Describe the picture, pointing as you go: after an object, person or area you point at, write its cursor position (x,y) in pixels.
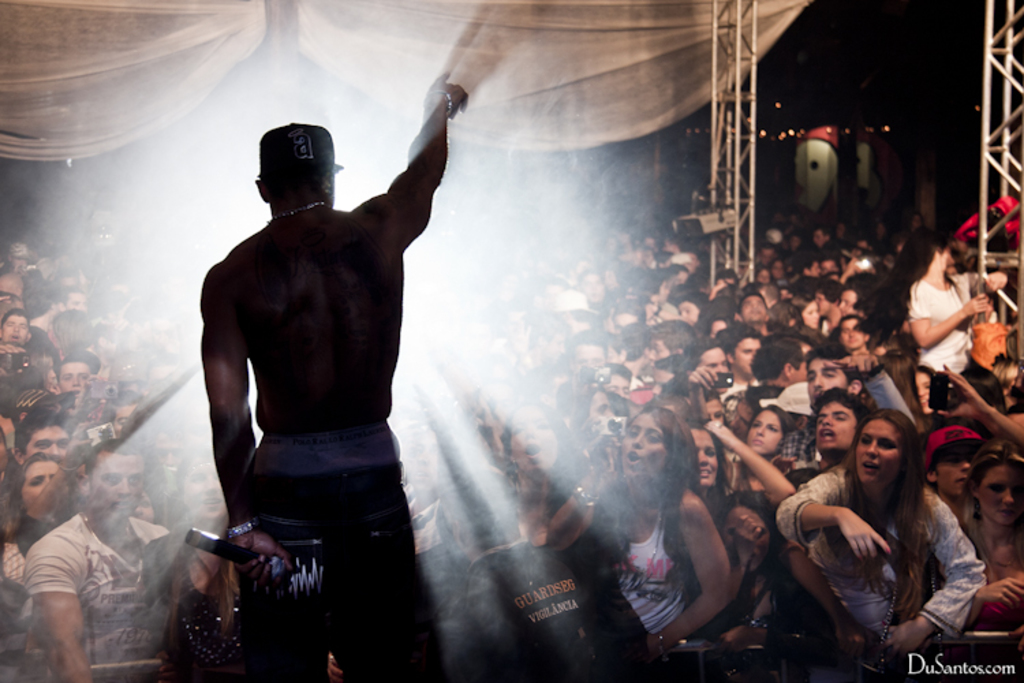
In this picture we can see a person (387,372) is standing and holding a microphone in the front (241,532), in the background (834,414) there are some people (850,411), we can see a cloth (152,96) at the left top of the picture (143,53), there is some text (939,664) at the right bottom (975,671).
